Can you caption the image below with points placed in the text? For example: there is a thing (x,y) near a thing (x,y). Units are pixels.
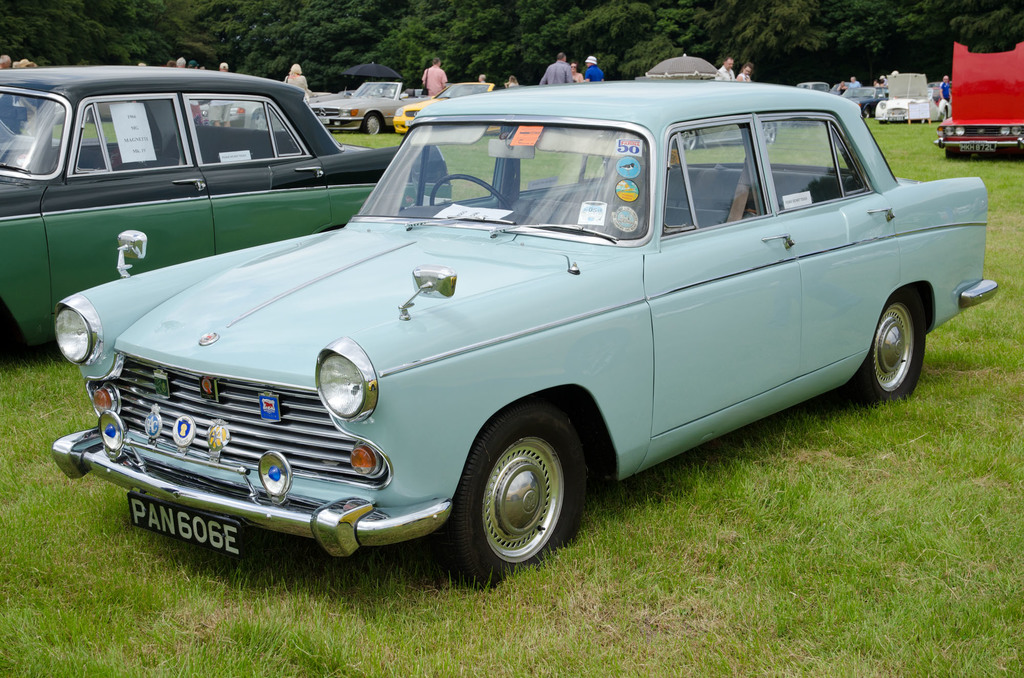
In this image, we can see few vehicles (297,192) are parked on the grass (717,577). Background (934,46) we can see few people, umbrellas (390,67) and trees (474,58).
